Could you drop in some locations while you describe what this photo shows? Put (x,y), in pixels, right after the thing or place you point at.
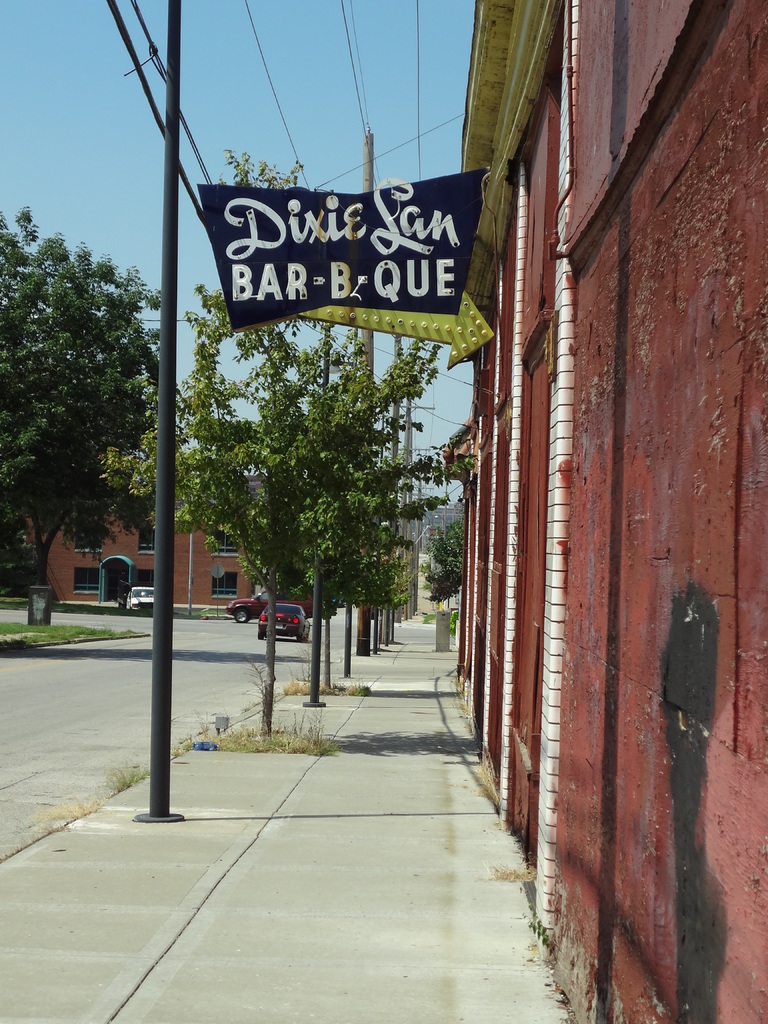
In this image, there are a few buildings (639,508). We can see some poles (217,591) with wires (308,184). There are a few trees (227,323). We can see a board (422,184) with some text (422,273). We can see the ground (172,959) with some objects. We can see the sky (242,90). There are a few vehicles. We can see some grass (31,639).
